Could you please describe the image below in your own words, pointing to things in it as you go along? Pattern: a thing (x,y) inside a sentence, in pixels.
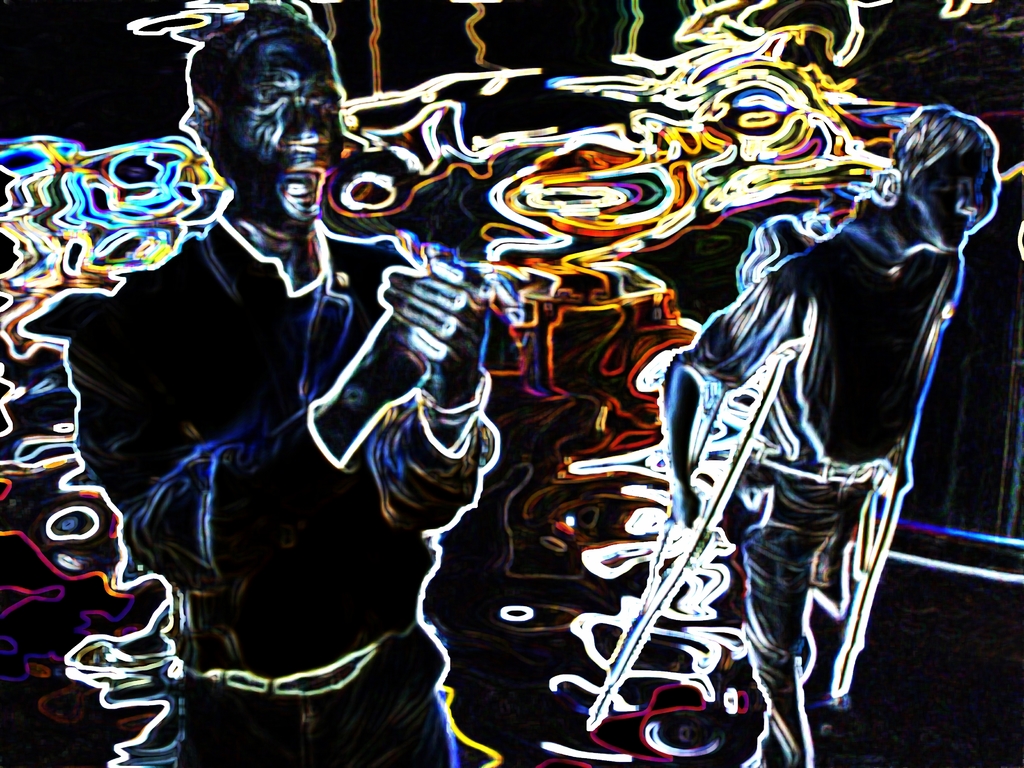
This is an edited image of some people (379,312) and the illusion (370,118).
